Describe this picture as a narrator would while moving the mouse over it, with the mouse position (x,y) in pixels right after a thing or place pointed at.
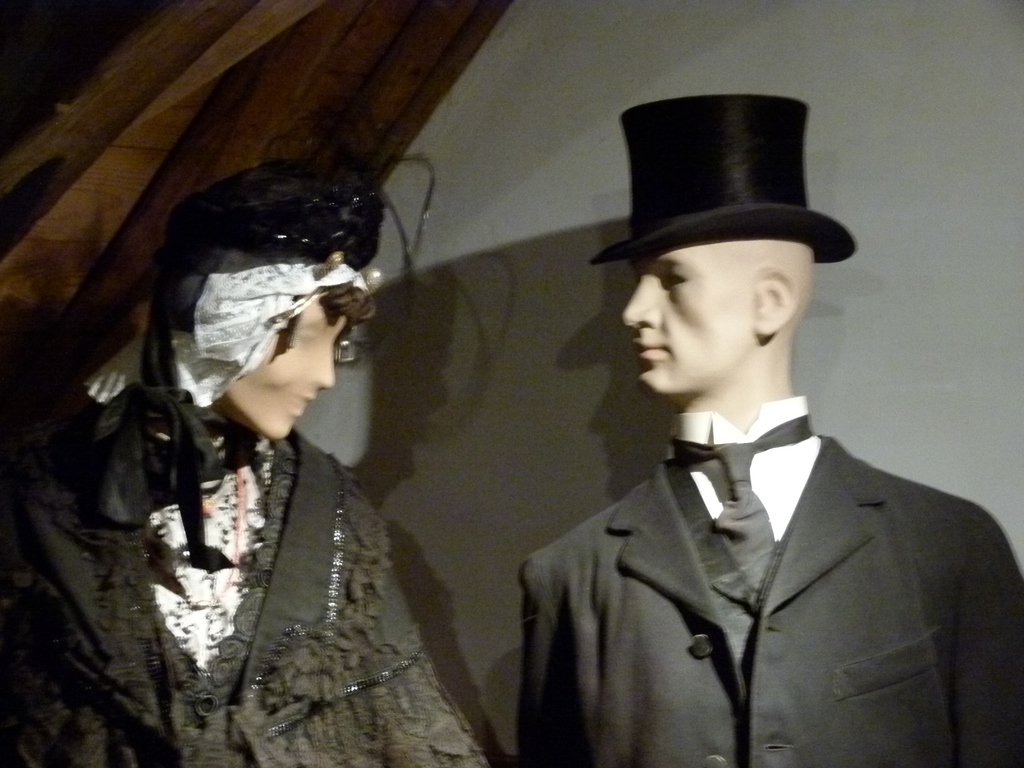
In this image there is a mannequin of a man and a woman (75,696). In the background of the image (468,400) there is a wall (531,265).
